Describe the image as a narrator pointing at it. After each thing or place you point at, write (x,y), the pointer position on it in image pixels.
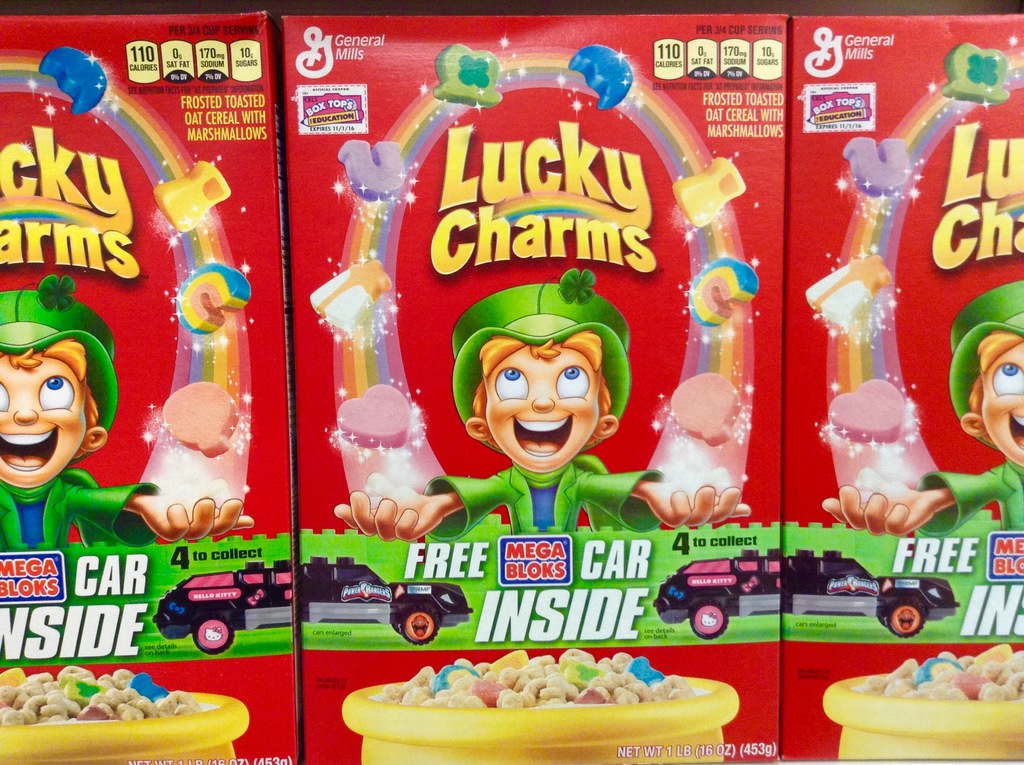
In this image I see the boxes (582,293) which are of red in color and I see the cartoon character (471,367) on the boxes (861,372) and I see few words (466,264), a car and yellow color bowl (374,700) on which there is food (631,672).
